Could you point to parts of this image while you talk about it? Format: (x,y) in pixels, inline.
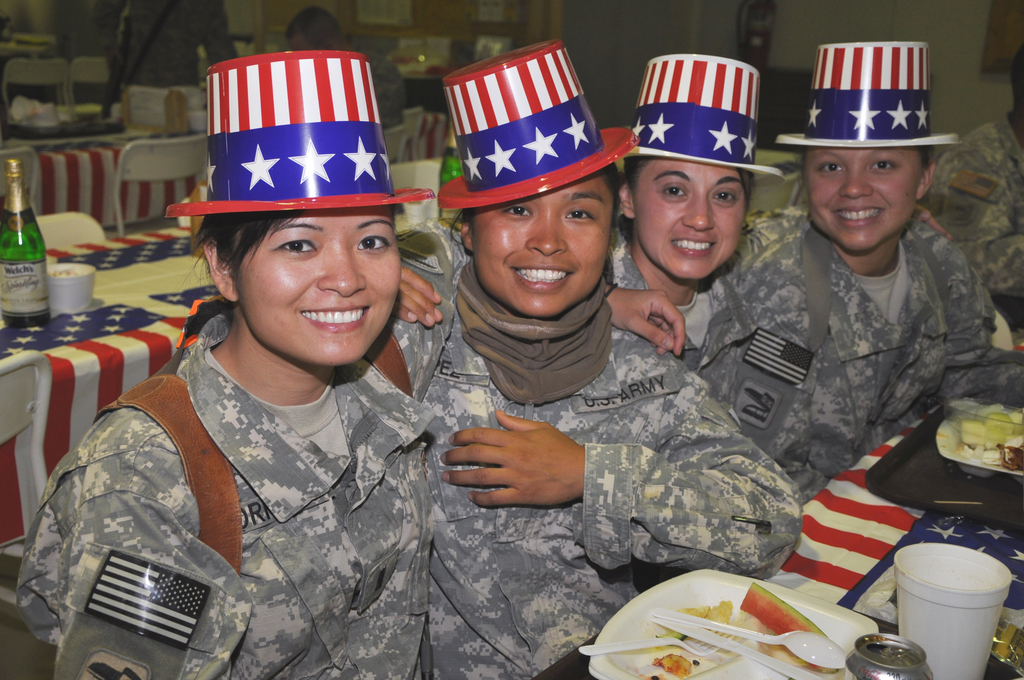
In this image I can see five persons (948,232) are sitting on the chairs (1004,346) in front of a table (807,571) on which plates (705,678), glasses (916,595) and so on are there. In the background (953,23) I can see a wall (910,29) and two persons (329,26). This image is taken may be in a restaurant (283,37).
